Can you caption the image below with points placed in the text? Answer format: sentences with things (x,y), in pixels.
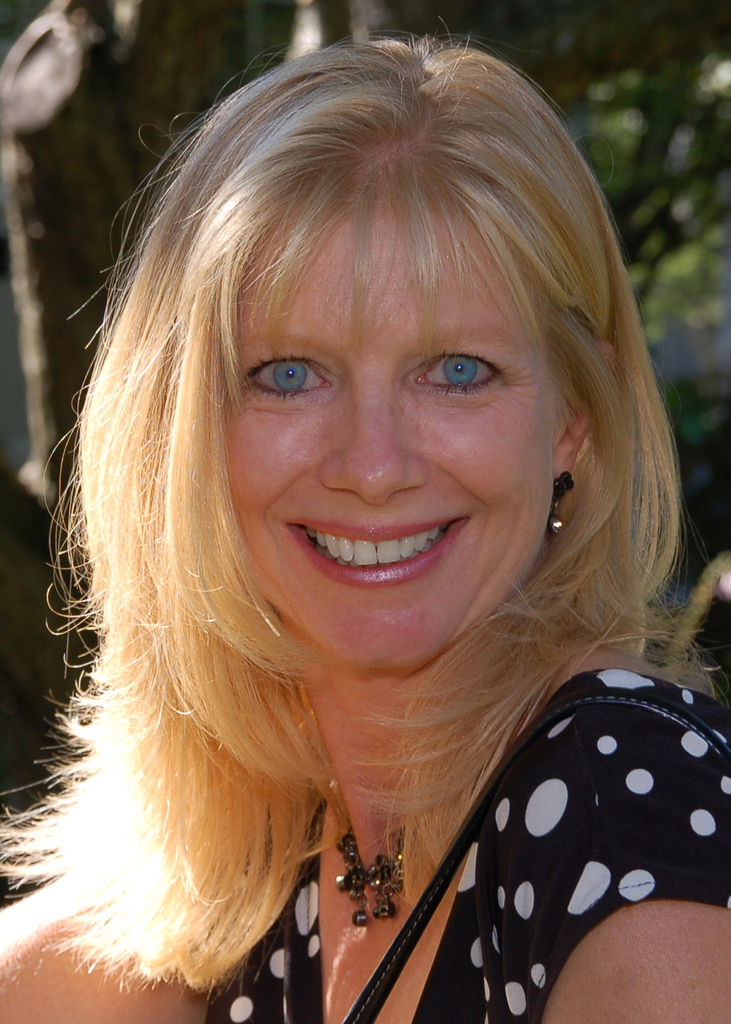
In this image we can see one woman (374,539) with a smiling face (412,381) wearing a bag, some trees (670,174), some objects (36,73) in the background (704,62) and the background (693,277) is blurred.
